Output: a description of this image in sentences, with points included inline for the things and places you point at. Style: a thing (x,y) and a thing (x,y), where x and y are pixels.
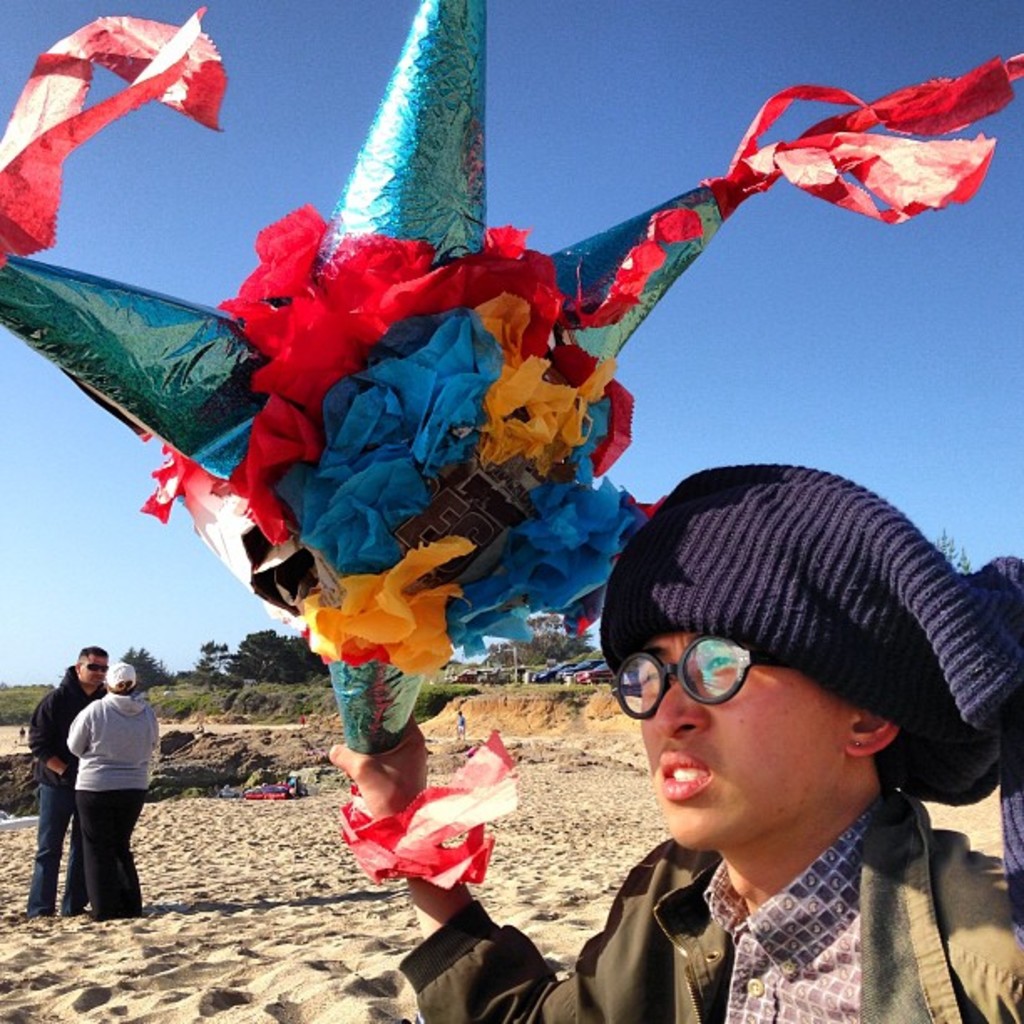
In this picture we can see a man (647,1000) is holding a colorful kite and on the left side of the man (483,1007) there are two people (107,839) are standing on the path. Behind the people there are trees (261,666), sky (39,509) and other things.
